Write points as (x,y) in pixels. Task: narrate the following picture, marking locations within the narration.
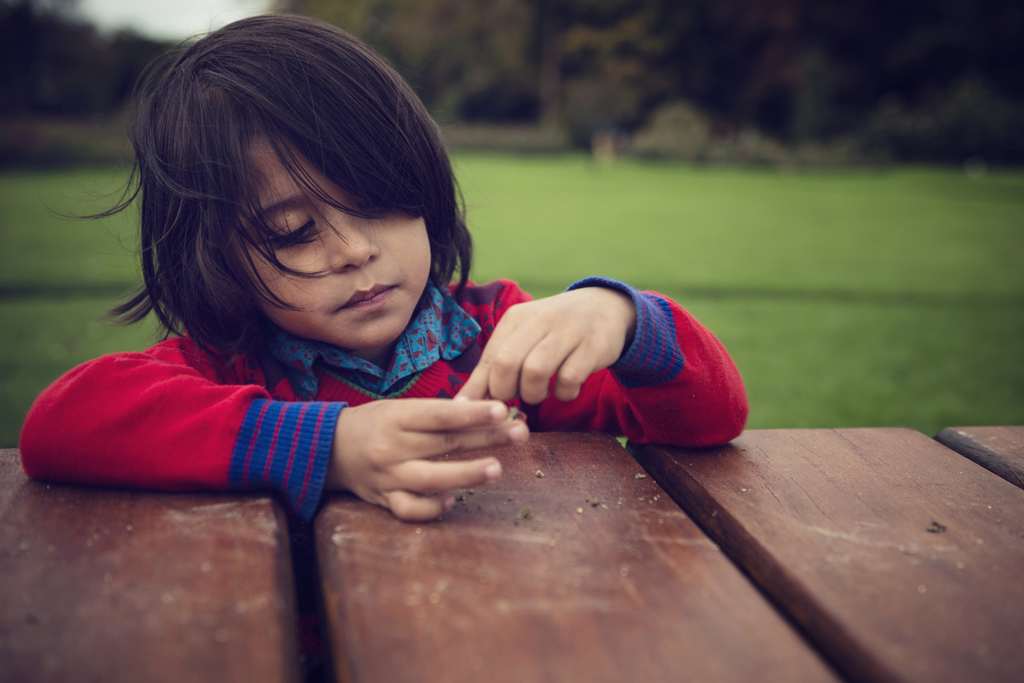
As we can see in the image there is a bench (351,509), a boy (347,287) wearing red color sweater (281,369), grass (602,185), trees (499,19) and the background (678,21) is blurred.
